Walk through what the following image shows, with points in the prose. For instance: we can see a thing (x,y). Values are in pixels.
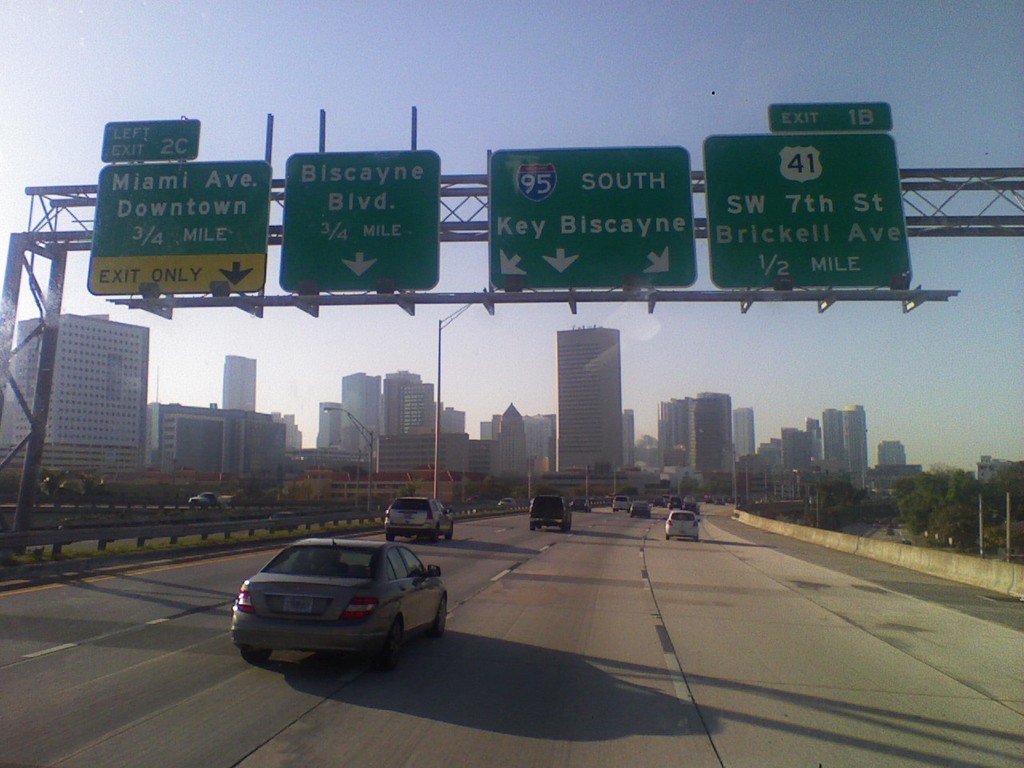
In this picture we can observe a road (518,601) on which there are some cars (306,613). We can observe green color boards (308,238). There are trees (936,520) and buildings (331,426). In the background (710,361) there is a sky (423,19).
